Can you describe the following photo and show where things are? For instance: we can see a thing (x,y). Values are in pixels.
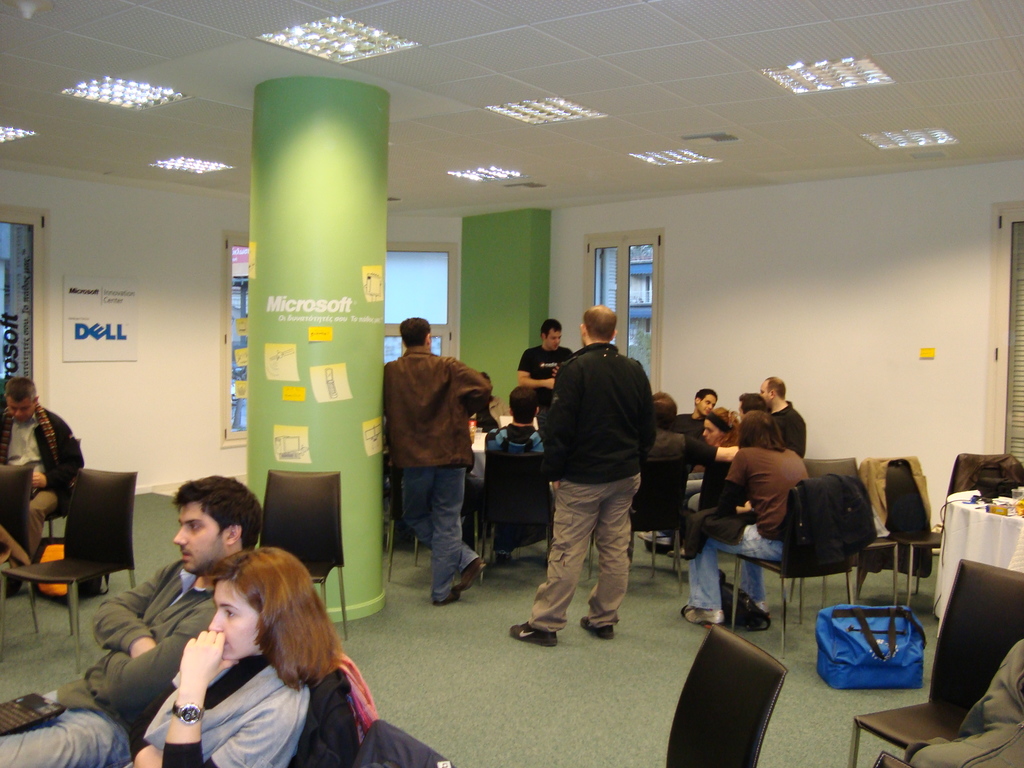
This picture is clicked inside the room (504,605). On the left (267,608) there are two persons (204,666) sitting on the chairs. In the center (364,478) we can see the chairs (88,486) and we can see the three person (403,396) standing on the ground (651,583) and group of people (747,464) sitting on the chairs (912,553) and there is a table (983,524) on the top of which some items (992,513) are placed and we can see the green color pillar (310,281). In the background (473,255) there is a wall (147,258), windows (245,265). At the top (446,85) there is a roof (487,80) and the ceiling lights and we can see the text (331,308) on the pillar (347,419).
